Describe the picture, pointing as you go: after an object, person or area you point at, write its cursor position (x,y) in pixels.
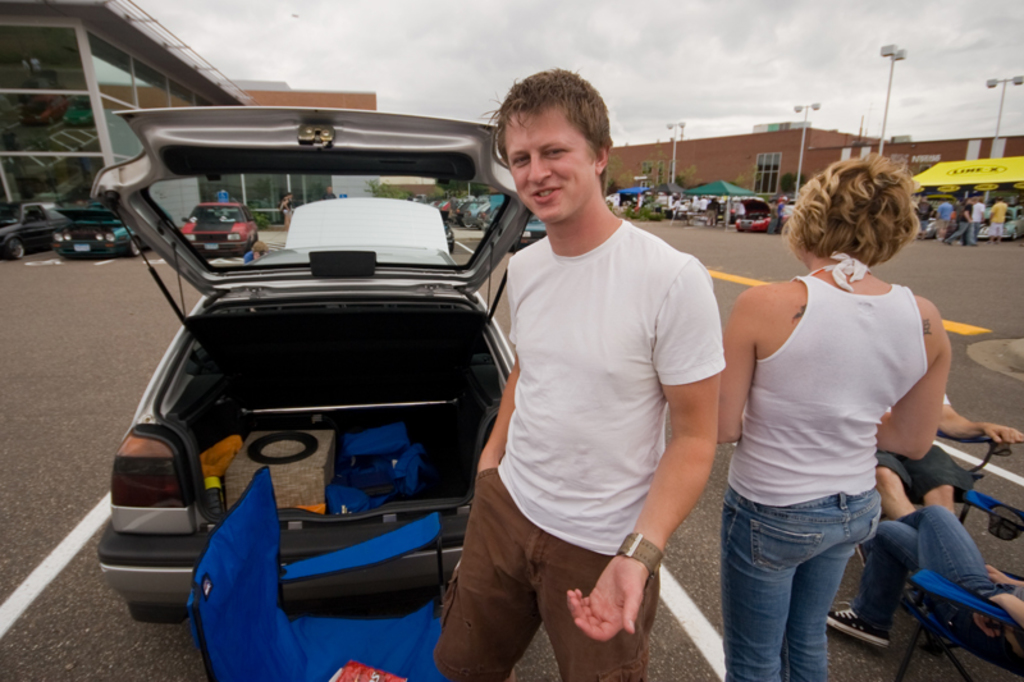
In this image I can see fleets of cars (464,287), crowd (727,363), tents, light poles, chairs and trees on the road (707,510). In the background (634,105) I can see buildings (348,98), windows (58,106) and the sky (550,18). This image is taken may be on the road (31,649).
